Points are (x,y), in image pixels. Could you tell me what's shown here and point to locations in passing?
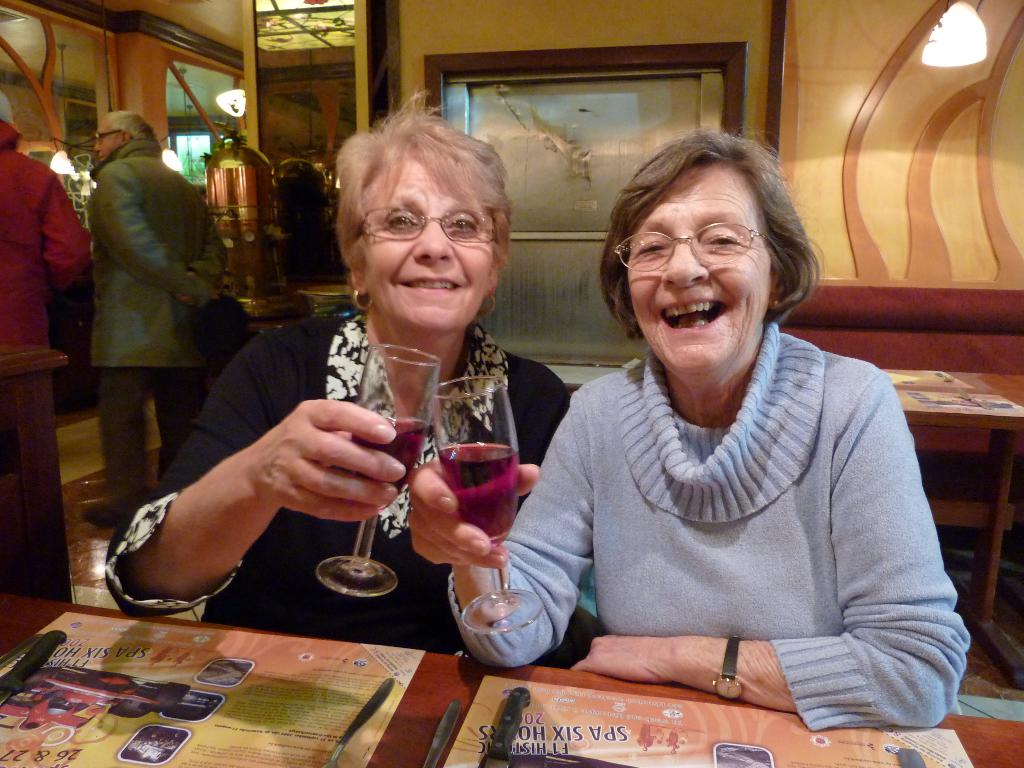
In this picture we can see two ladies (543,440) holding two glasses (369,544) and sitting on the chair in front of the table (452,679) on which there are some knives (514,701) and a menu cards (534,708) and behind them there is a glass wall (500,136) and other two people (152,188) standing.
